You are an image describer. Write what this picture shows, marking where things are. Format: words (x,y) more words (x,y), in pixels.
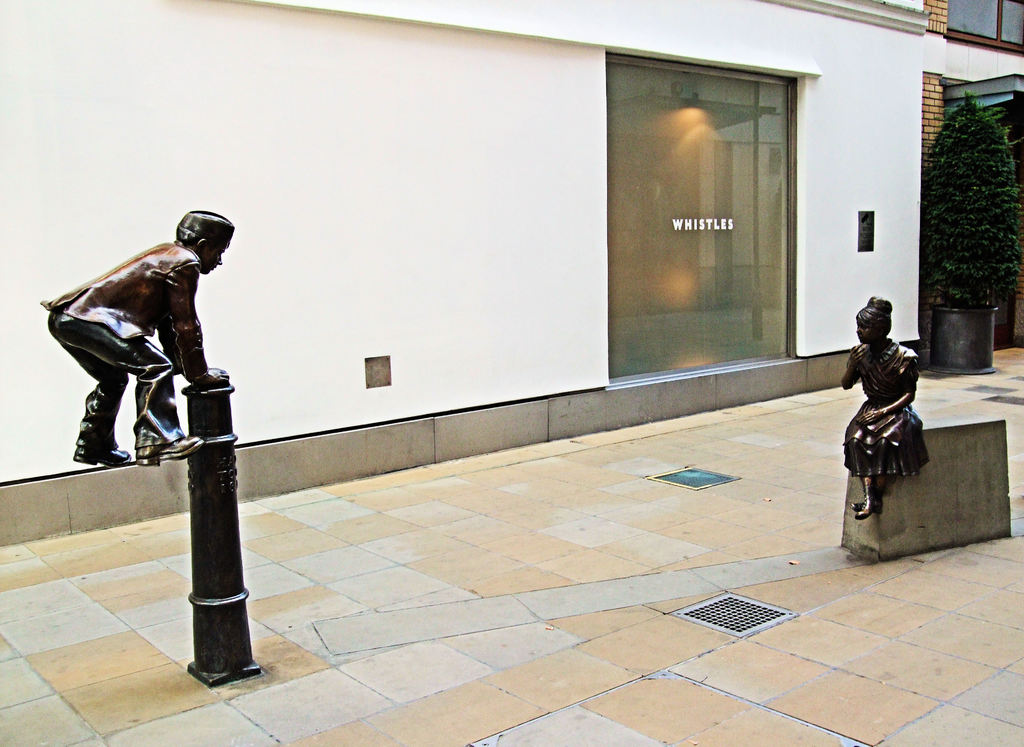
This is an outside view. At the bottom (400,687), I can see the ground (522,592). On the right (879,391) and left side of the image (126,360) I can see two statues (137,346) of persons (169,428). The statue (888,402) which is on the right side (868,388) is sitting on a wall (925,487). In the background (619,169) there is a building (669,174). In front of the building (863,118) there is a plant (951,224). Here I can see a glass window (658,189) to the wall (468,194).
